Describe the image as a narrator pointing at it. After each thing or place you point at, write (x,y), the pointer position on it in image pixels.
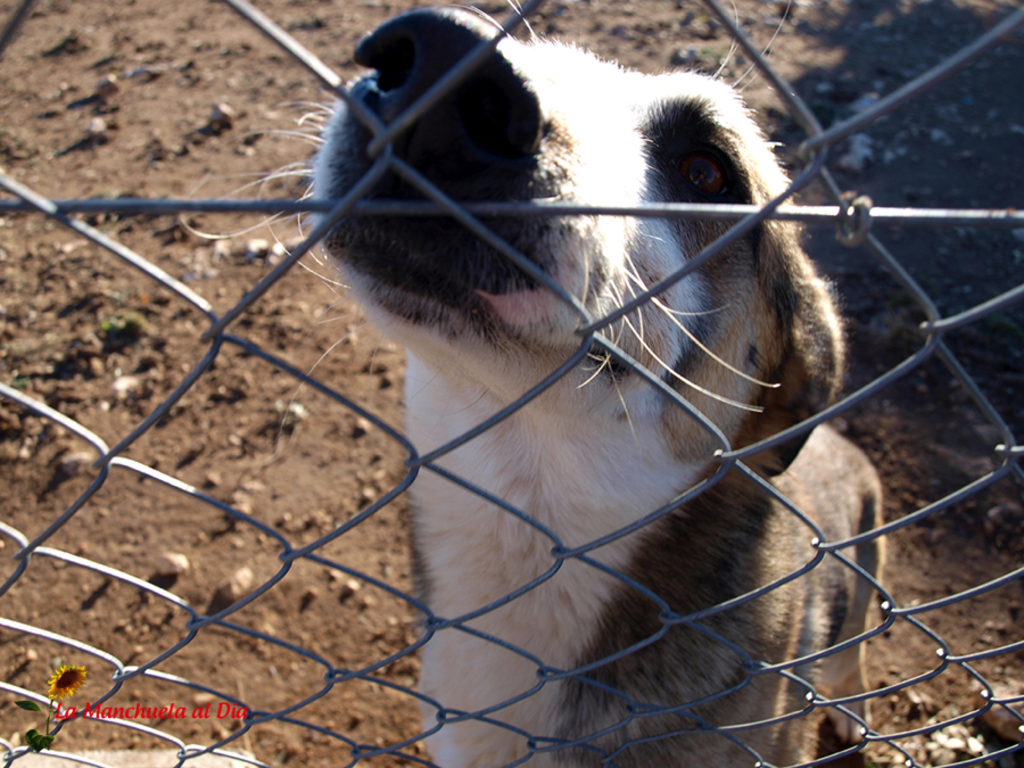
In this image I can see an animal (711,508) in white, black and brown color. In front (101,689) I can see the net fencing (823,211) and the mud (231,365).
